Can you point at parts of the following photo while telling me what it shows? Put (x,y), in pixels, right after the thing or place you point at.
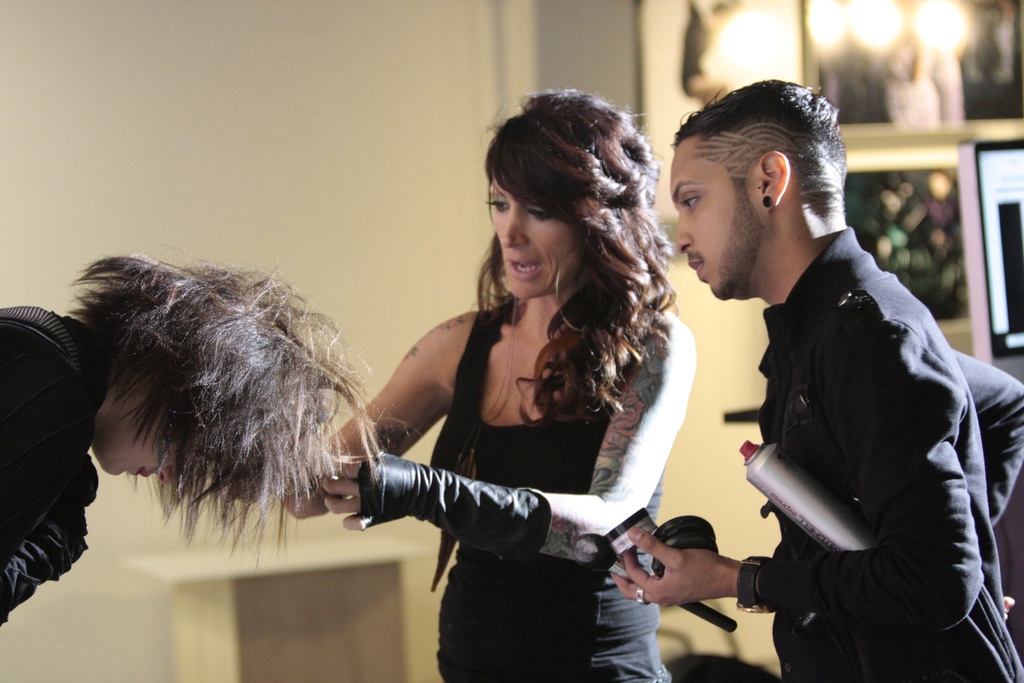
In this image there is a woman (521,454) in the middle (419,413) who is doing the hairstyle (268,394) to the person (267,394) who is in front of her. On the right side (867,402) there is a man (815,393) who is standing by holding the creams (632,525) and bottles (787,513). In the background (511,69) there is a wall (540,34). At the top (740,27) there are lights (771,39).
